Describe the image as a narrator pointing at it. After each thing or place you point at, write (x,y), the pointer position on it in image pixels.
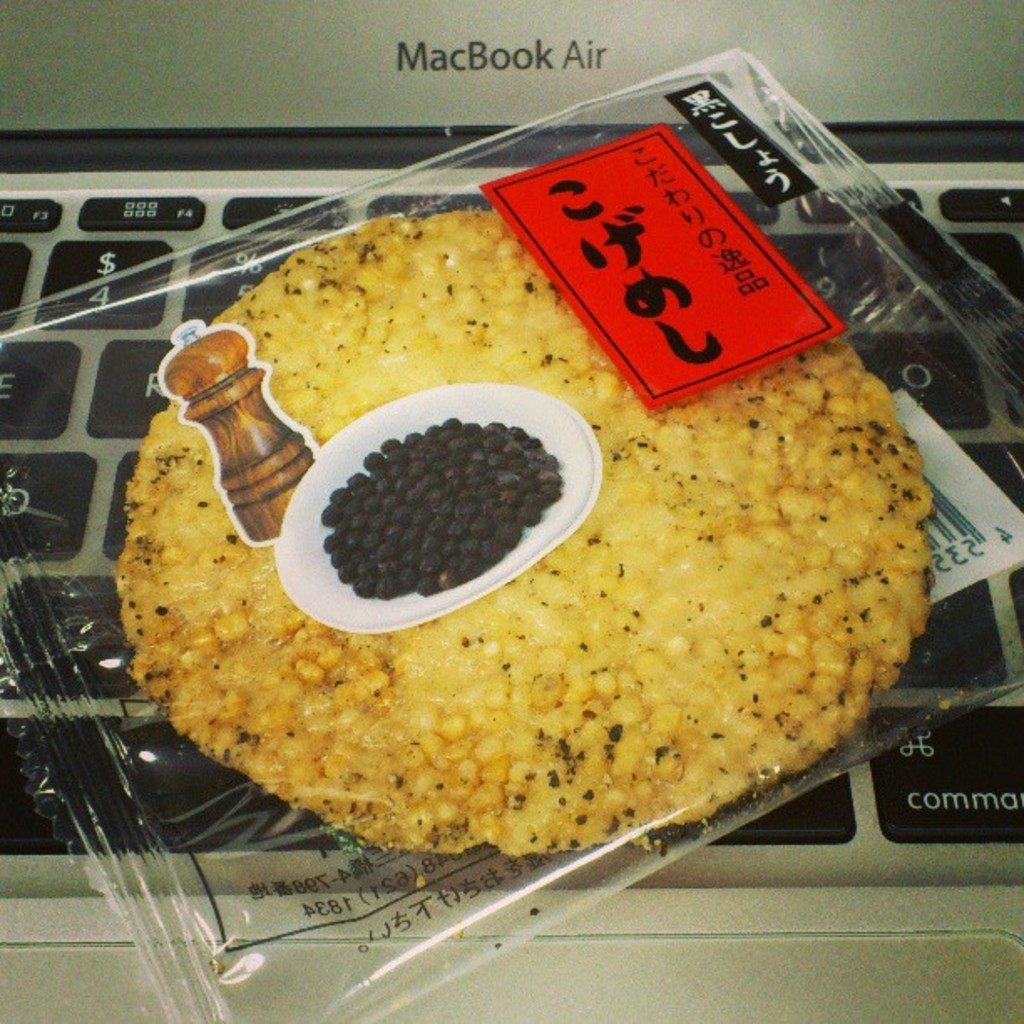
In this image there is food (480,677) inside the cover (338,926), there are stickers (415,483) on the cover (775,118), at the background of the image (204,166) there is a laptop (196,82) truncated.
